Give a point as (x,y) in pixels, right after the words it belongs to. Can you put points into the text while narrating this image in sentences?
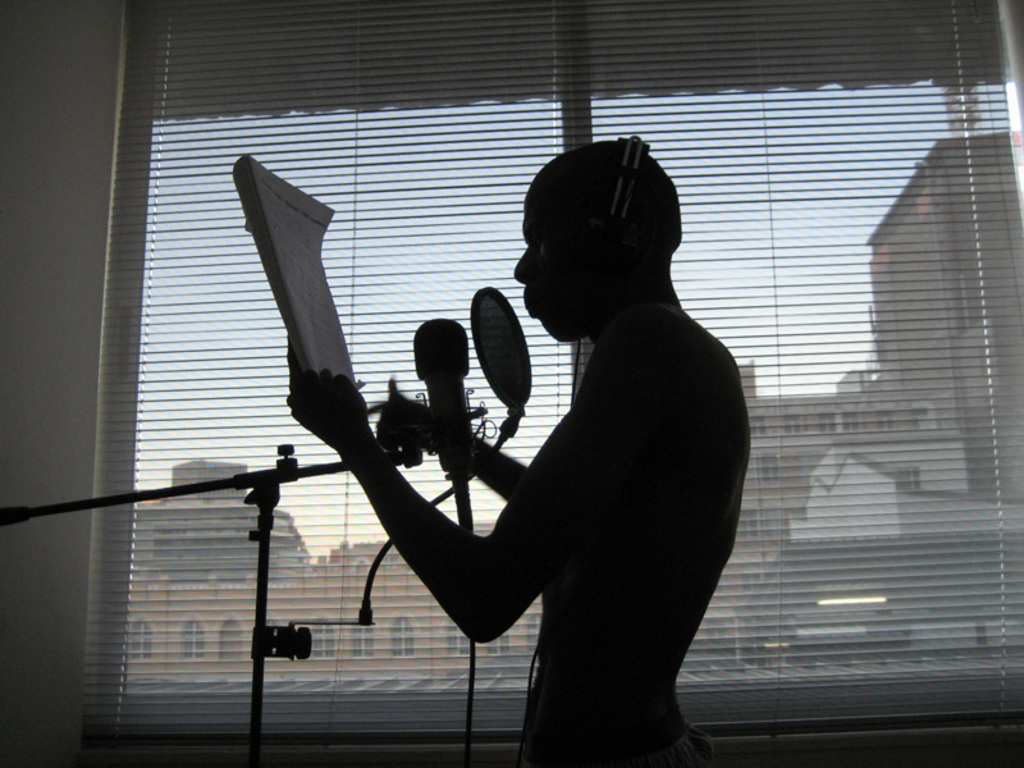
In this picture there is a person (647,434) wearing headset (620,235) and holding a book (307,276) in his hand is singing in front of a mic (459,395) and there is a glass window (732,317) beside him and there are buildings (747,507) in the background (782,481).
